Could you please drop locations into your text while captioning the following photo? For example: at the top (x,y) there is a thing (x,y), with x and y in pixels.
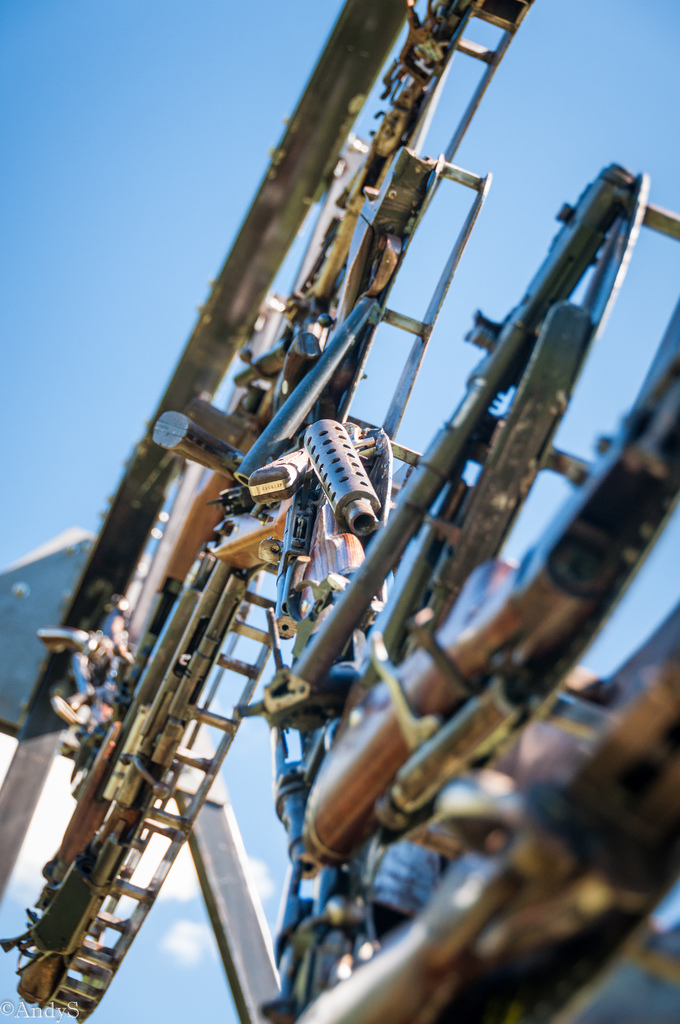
In the image I can see some metal objects (360,608). In the background (109,290) I can see the sky (128,250). On the bottom left corner of the image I can see a watermark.
